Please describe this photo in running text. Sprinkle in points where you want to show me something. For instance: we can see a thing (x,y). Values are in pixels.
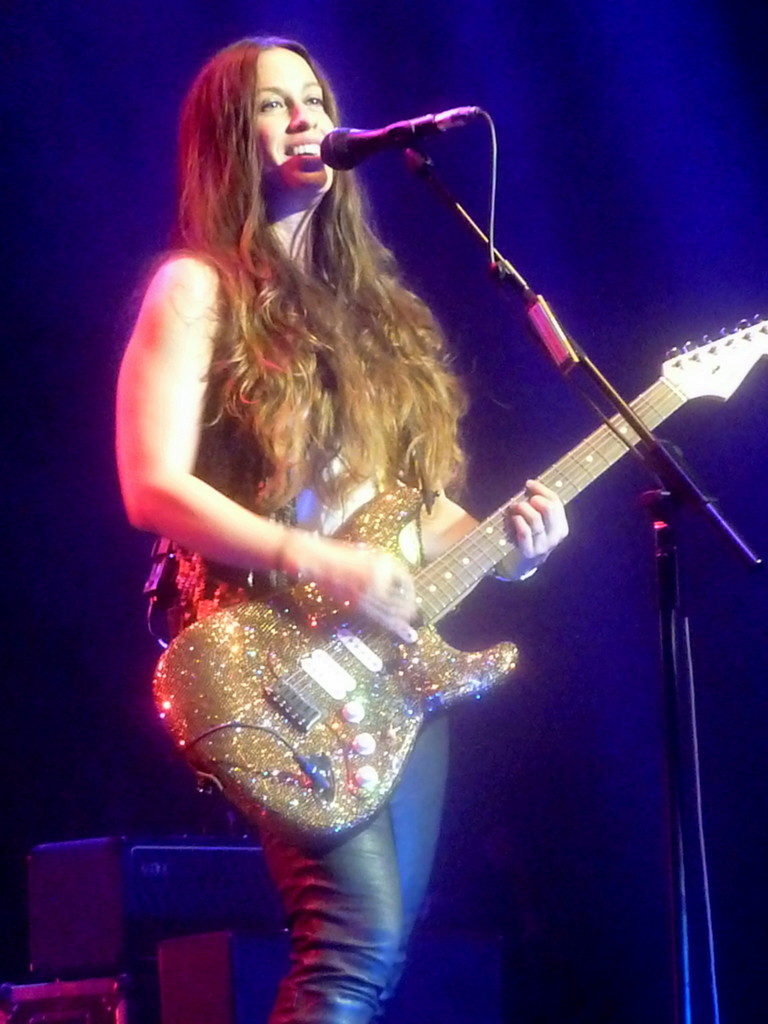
In this image I see a woman (263,222) who is standing in front of the mic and she is holding a guitar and I can also see that she is smiling.
